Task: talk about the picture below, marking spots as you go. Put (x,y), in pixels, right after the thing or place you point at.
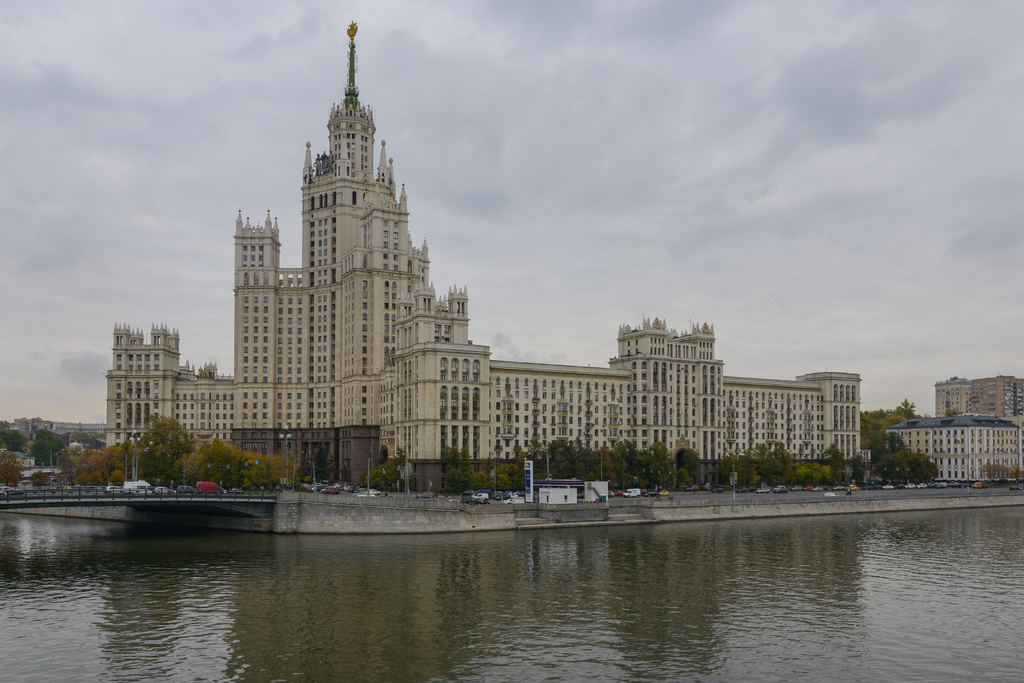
In this image at the bottom (1003,529) there is a river (784,532) and in the center (475,360) there are some buildings (307,360), trees (824,469), poles (525,469) and some cars (633,487) and wall (371,497) and a walkway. At the top (513,99) there is sky (632,115).
